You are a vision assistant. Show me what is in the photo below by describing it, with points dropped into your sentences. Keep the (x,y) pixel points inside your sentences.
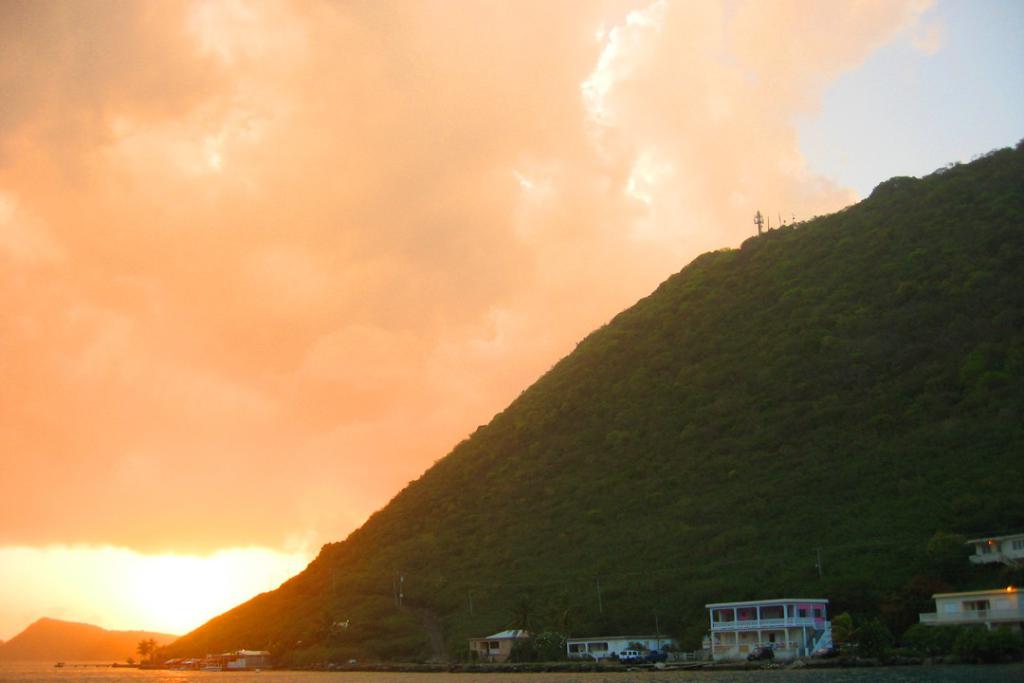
This picture is clicked outside. In the foreground (800,620) we can see the buildings (793,631), plants (874,633), grass (318,656) and trees (147,648) and some other objects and we can see the lights (1009,589). In the background (891,92) we can see the sky (797,178) which is full of clouds (582,318) and we can see the hill (744,373) and we can see the sun (130,584) in the background (173,580).
